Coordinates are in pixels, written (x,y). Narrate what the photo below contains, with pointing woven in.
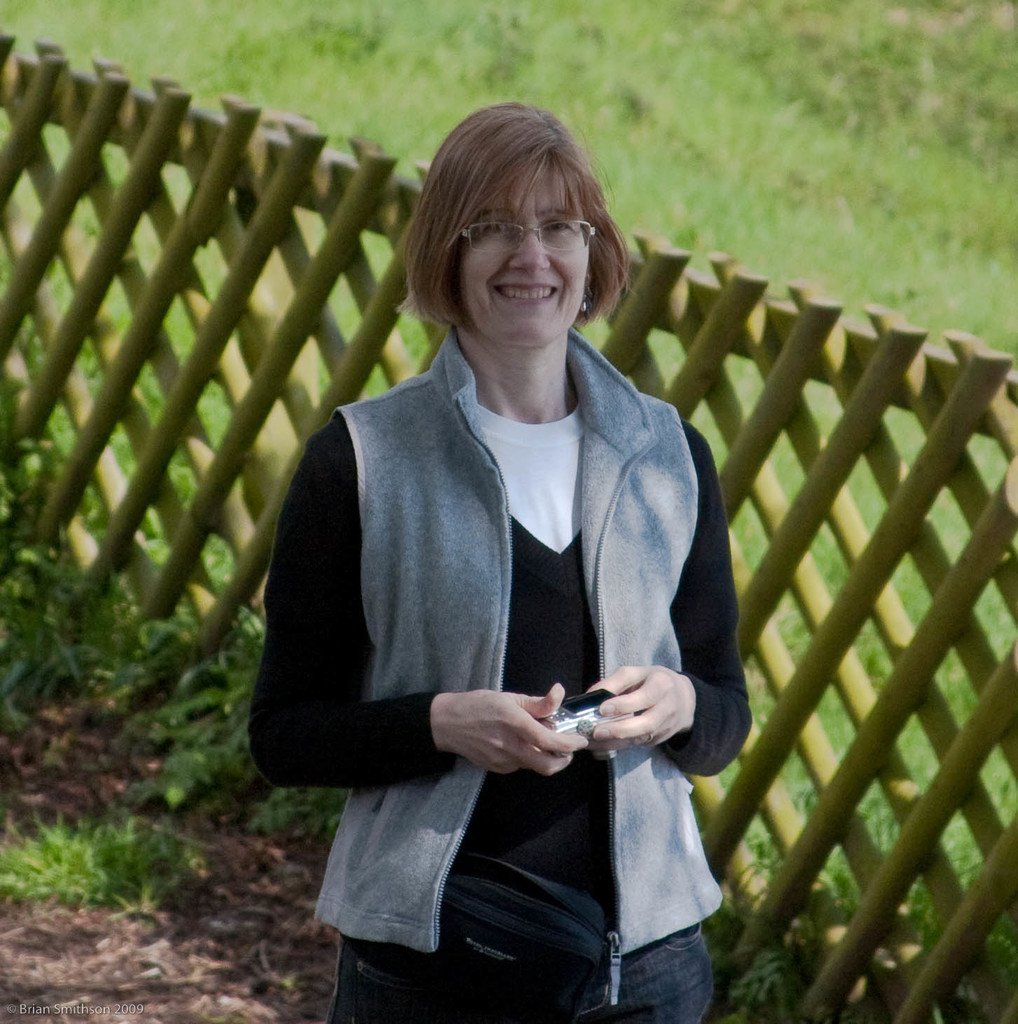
i can see a woman (485,690) standing wearing specs (546,237), smiling, holding a camera (582,722) and she is wearing a jacket (654,534) and also behind her i can see a green color garden (727,79) and also i can see a grill (326,195) which is build with wooden.
